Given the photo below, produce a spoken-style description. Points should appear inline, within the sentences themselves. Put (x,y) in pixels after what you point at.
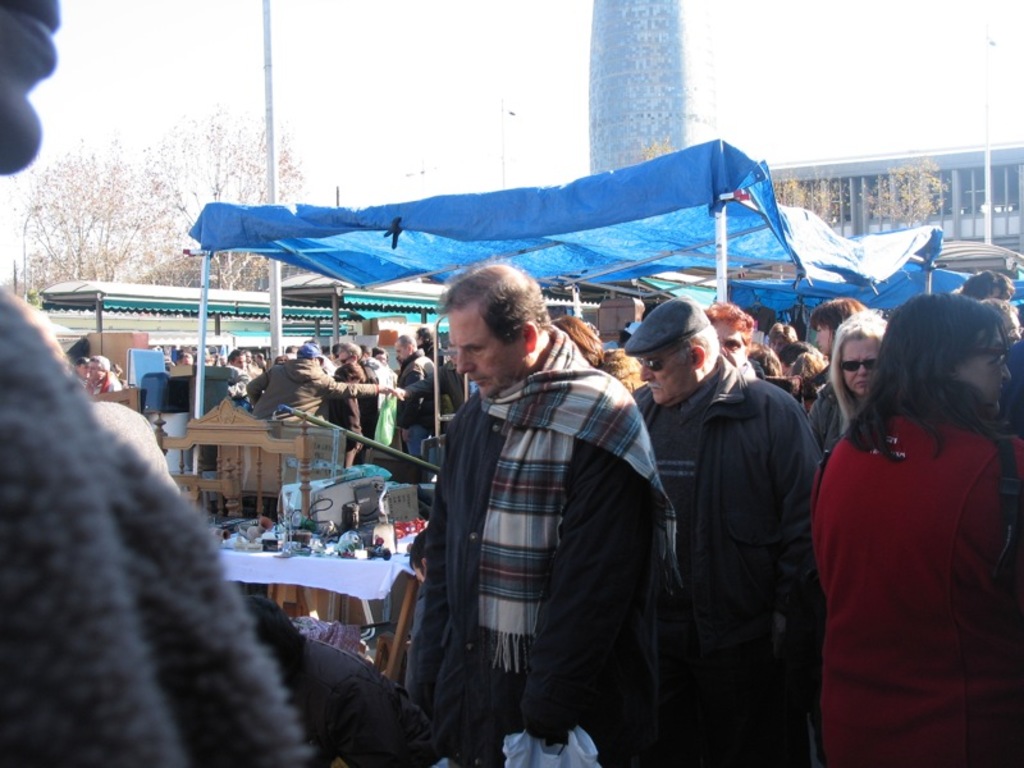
In this image I can see group of people (541,497) standing, background (653,243) I can see few objects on the table (342,568), a tent (587,209) in blue color, trees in brown color and the sky (383,68) is in white color.
